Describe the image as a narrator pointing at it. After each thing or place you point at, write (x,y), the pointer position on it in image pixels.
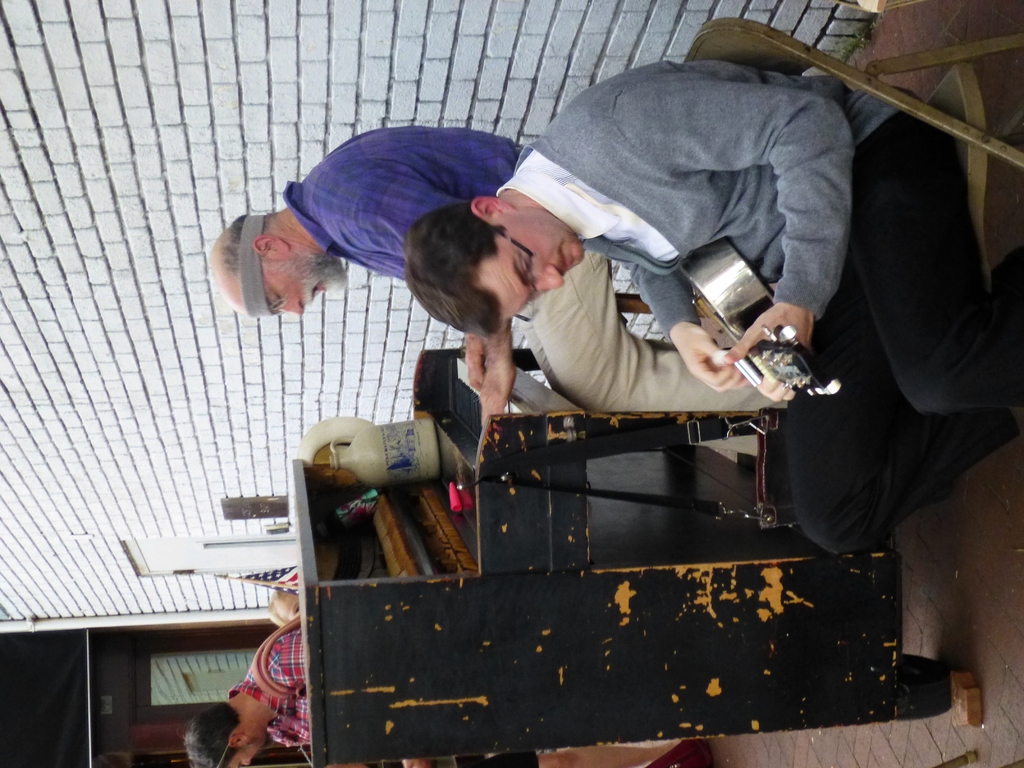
This is a tilted picture. In this picture we can see the wall (216,349) and objects (974,236). We can see the people (906,277). We can see men (916,248) sitting and playing musical instruments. On a table (459,645) we can see objects (434,565).
